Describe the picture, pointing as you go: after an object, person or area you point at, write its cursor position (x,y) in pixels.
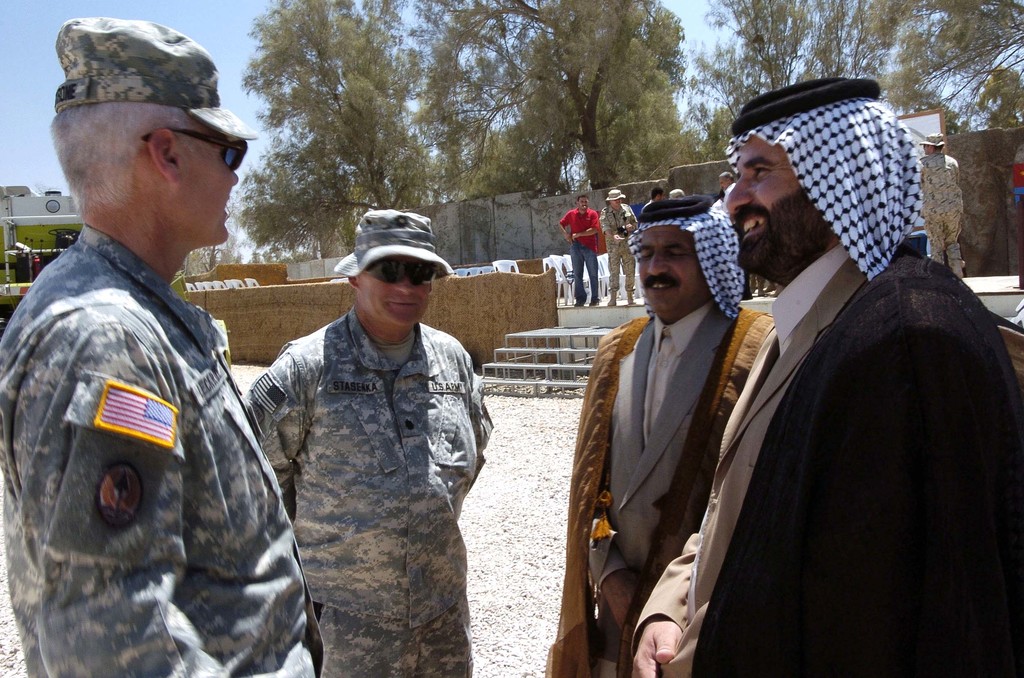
In this image there are people (917,453). We can see some of them are wearing uniforms (345,402). There are chairs (564,287) and walls (537,207) we can see trees (579,96). In the background (208,41) there is sky (32,95).
